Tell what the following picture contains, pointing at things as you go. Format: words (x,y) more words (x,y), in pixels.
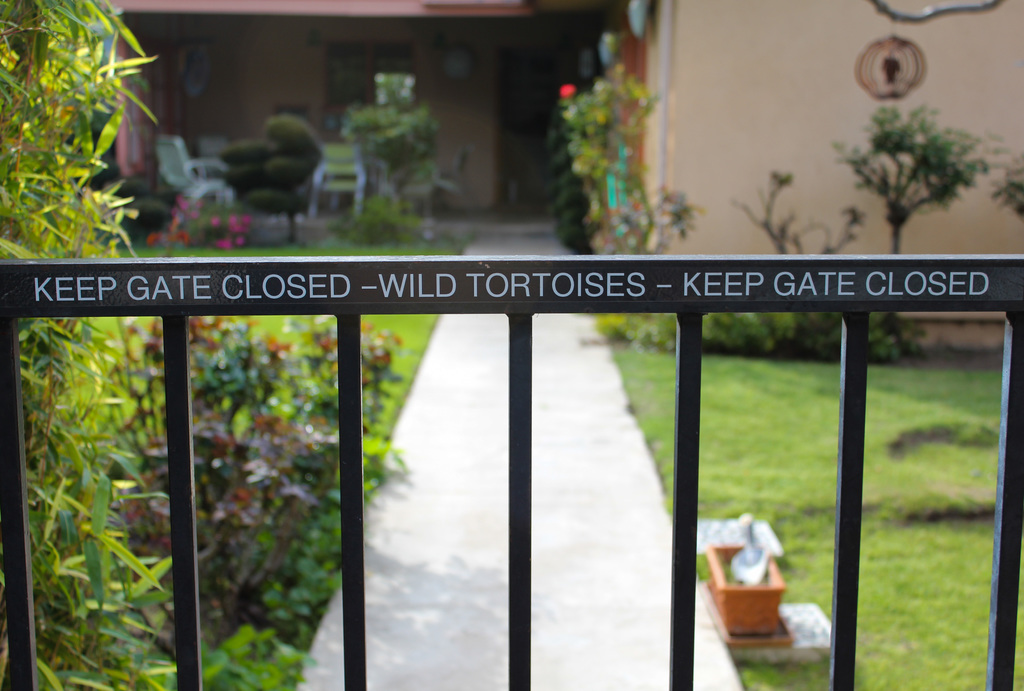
In this image I can see a building (484,199), in front of the building (136,168) I can see trees (25,225), flower pots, gate (684,369), wall (831,221) and plants (10,190).
